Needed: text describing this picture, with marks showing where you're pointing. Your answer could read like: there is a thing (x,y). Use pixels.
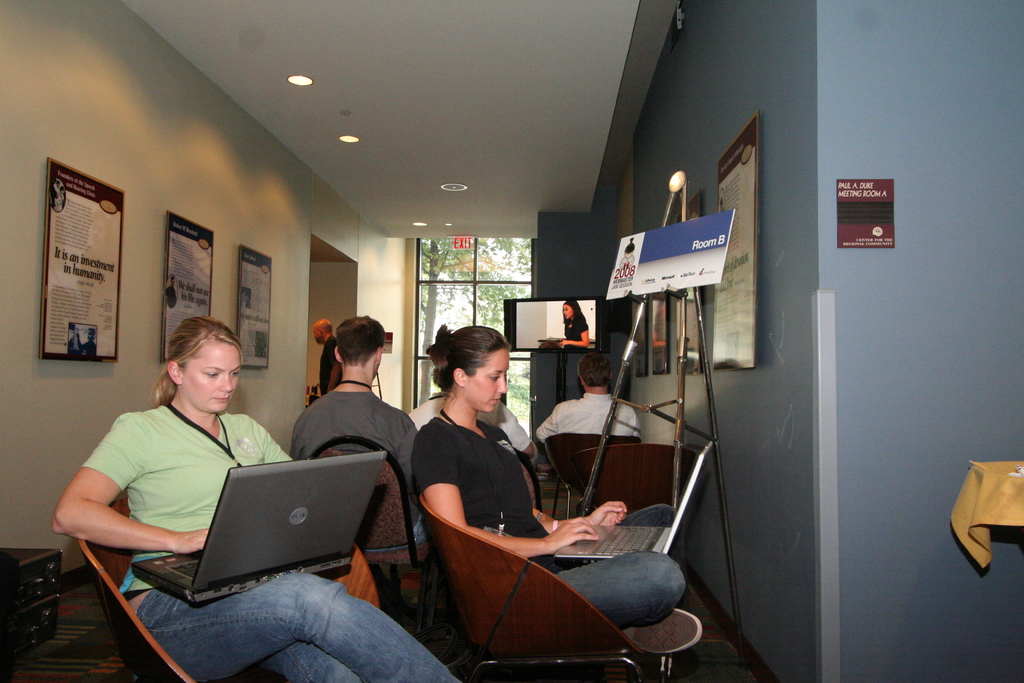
In this picture i could see many people (417,430) sitting on the chair (125,509) and working on a laptop (266,530). In the background (56,274) i could see wall frames (50,253) hanging on the wall (209,150) and to the ceiling (343,105) there are some lights (307,82), in the background (476,282) i could see a window (459,273) outside a window (444,284) there is a tree (439,257).
